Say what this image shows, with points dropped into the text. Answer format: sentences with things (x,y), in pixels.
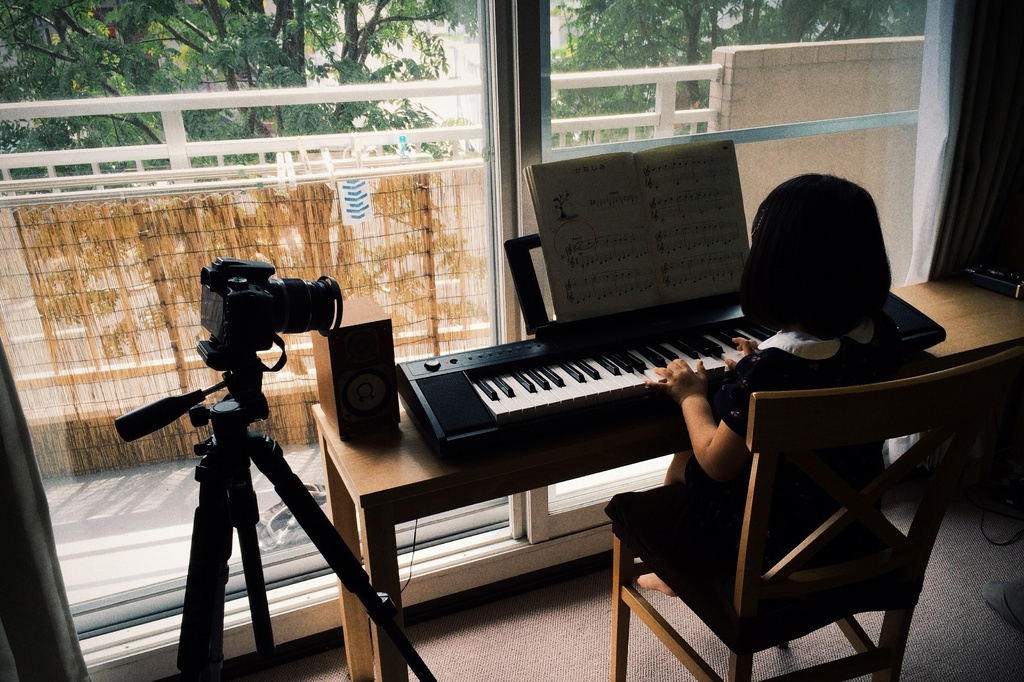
In this picture we can see a girl (807,567) sitting on the chair (813,601) and playing piano (530,373). This is the table (370,434), and there is a camera (246,306). And in the background (262,55) we can see some trees (354,72).
